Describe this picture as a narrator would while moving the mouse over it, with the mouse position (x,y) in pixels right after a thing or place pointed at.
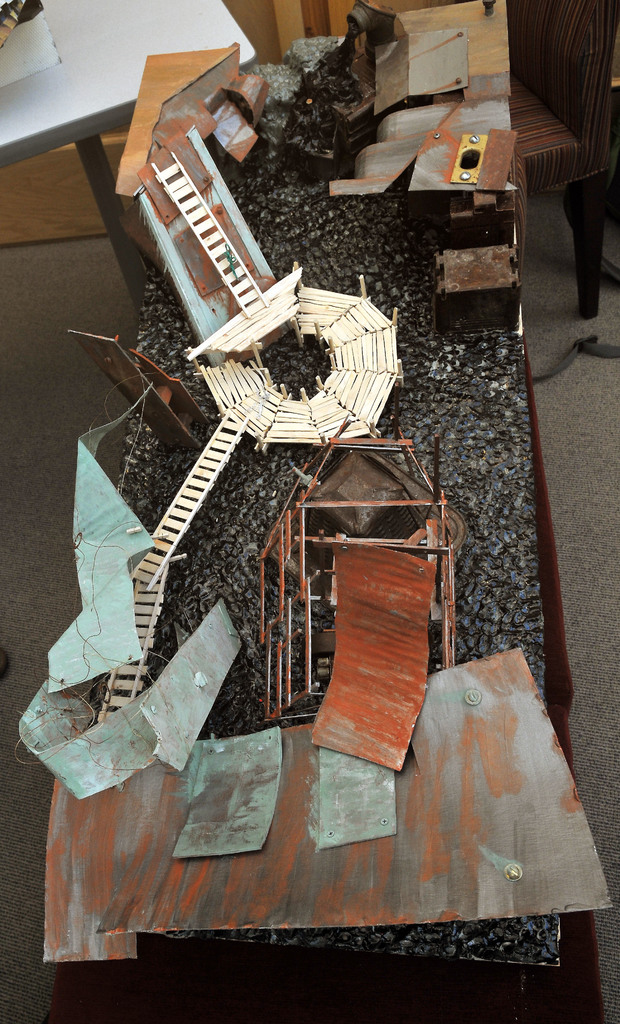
In this image we can see some sticks (320,441), some metal sheets (341,572), ladder (186,194) are placed on a table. In the background (578,190), we can see a chair (583,216) and a table (46,122) and rope (580,343) placed on the ground (557,360).
